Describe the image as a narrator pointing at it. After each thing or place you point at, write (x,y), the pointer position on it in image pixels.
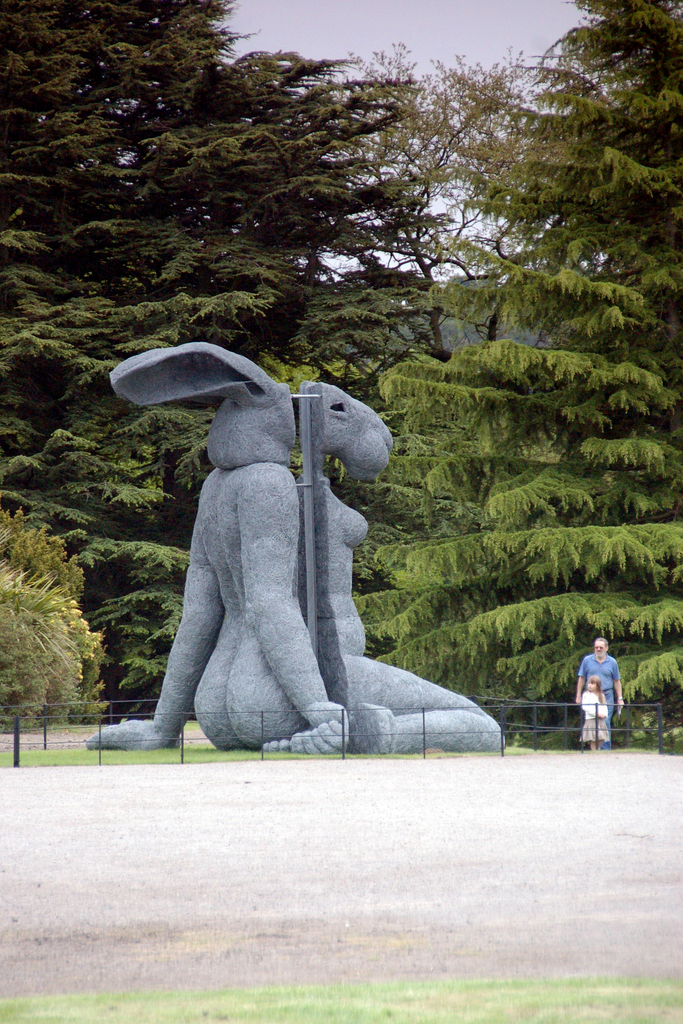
In this image I can see the road (297,846). I can see the statue (294,713). On the right side (606,698), I can see two people (588,702). In the background (375,326), I can see the trees (429,303) and the sky (404,51).
